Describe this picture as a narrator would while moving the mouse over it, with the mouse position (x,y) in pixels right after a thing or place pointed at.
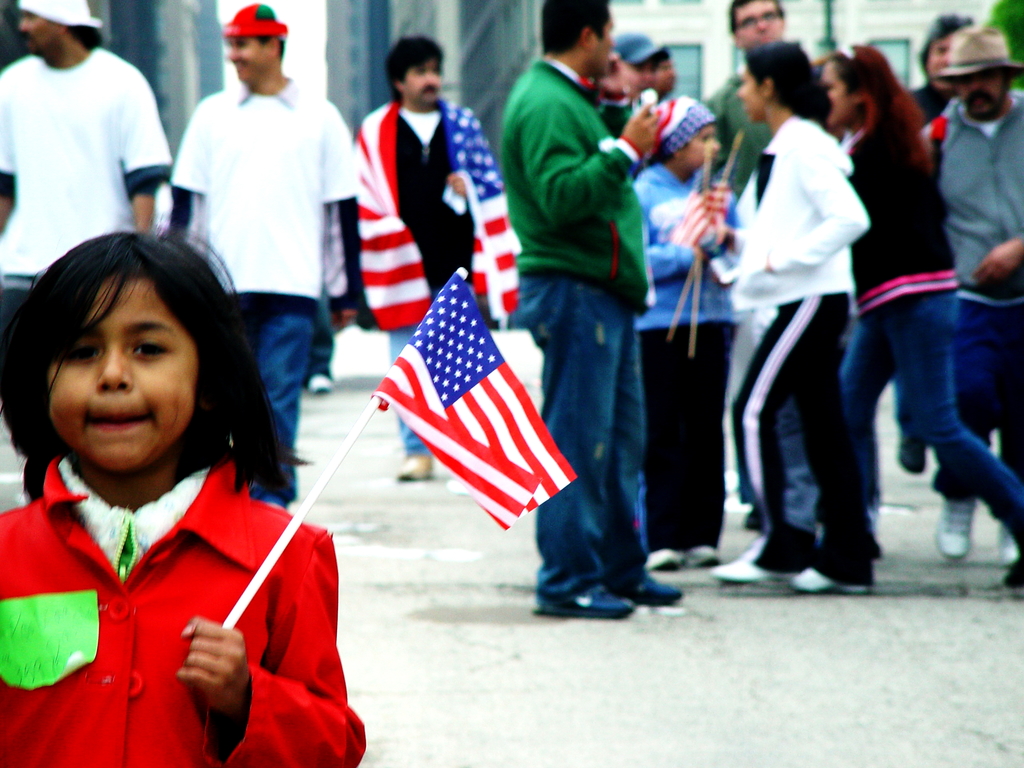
In this picture there are people (689,169), among them there's a girl (222,580) holding a flag (436,319) with stick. In the background of the image (176,58) it is blurry.
